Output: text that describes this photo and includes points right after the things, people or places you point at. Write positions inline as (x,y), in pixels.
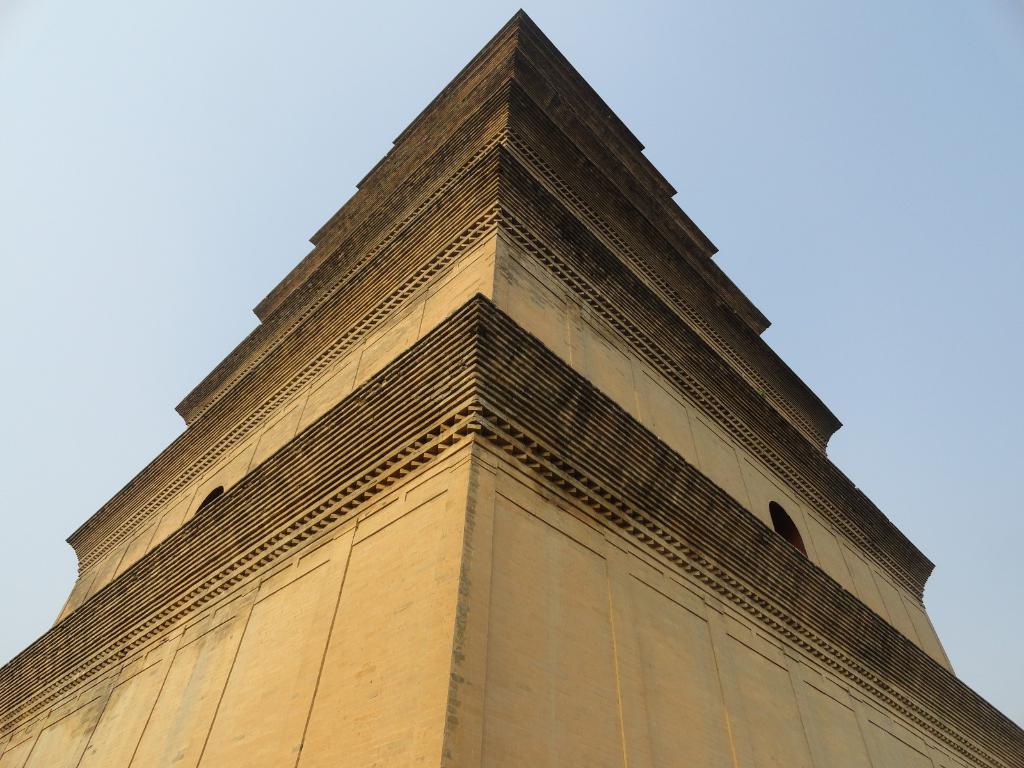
In this image I can see a building (472,471) which is in cream and black color. The sky (212,183) is in white and blue color.
